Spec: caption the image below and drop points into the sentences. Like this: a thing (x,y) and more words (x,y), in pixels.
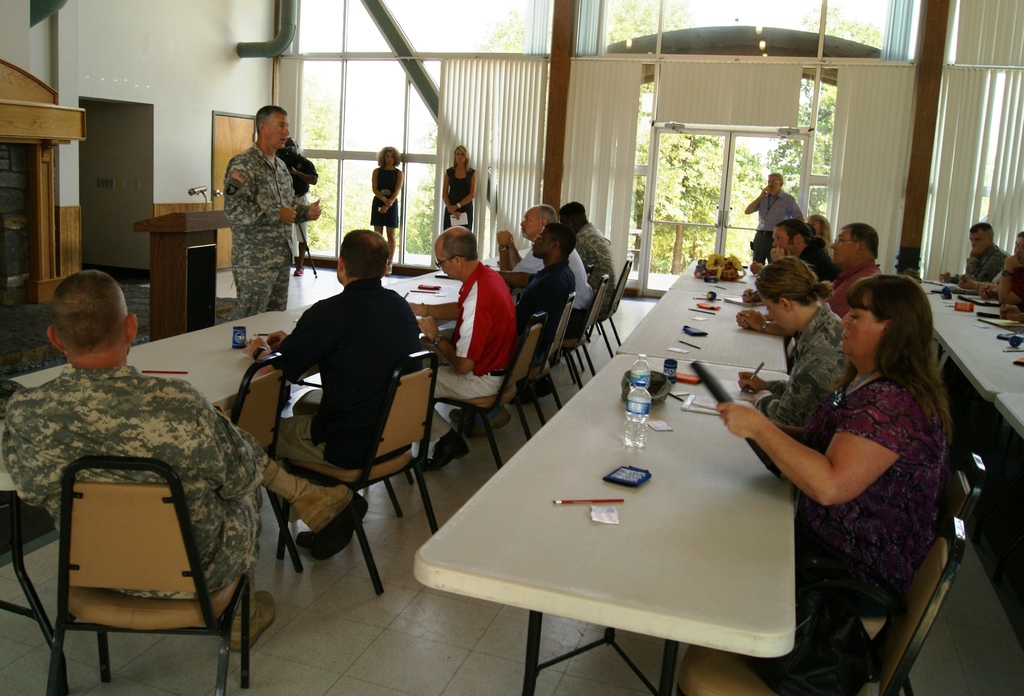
Here we can see few persons (859,504) sitting on chairs (968,475) in front of a table (675,521) and on the table (670,502) we can see mobiles (622,485), water bottles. This is a floor (400,593). We can see five persons (775,188) standing here. this is a podium (194,247) and mike (205,195). These are doors (748,140) and windows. Through window glasses (735,148) we can see trees (778,158). This is a wall (157,71).
